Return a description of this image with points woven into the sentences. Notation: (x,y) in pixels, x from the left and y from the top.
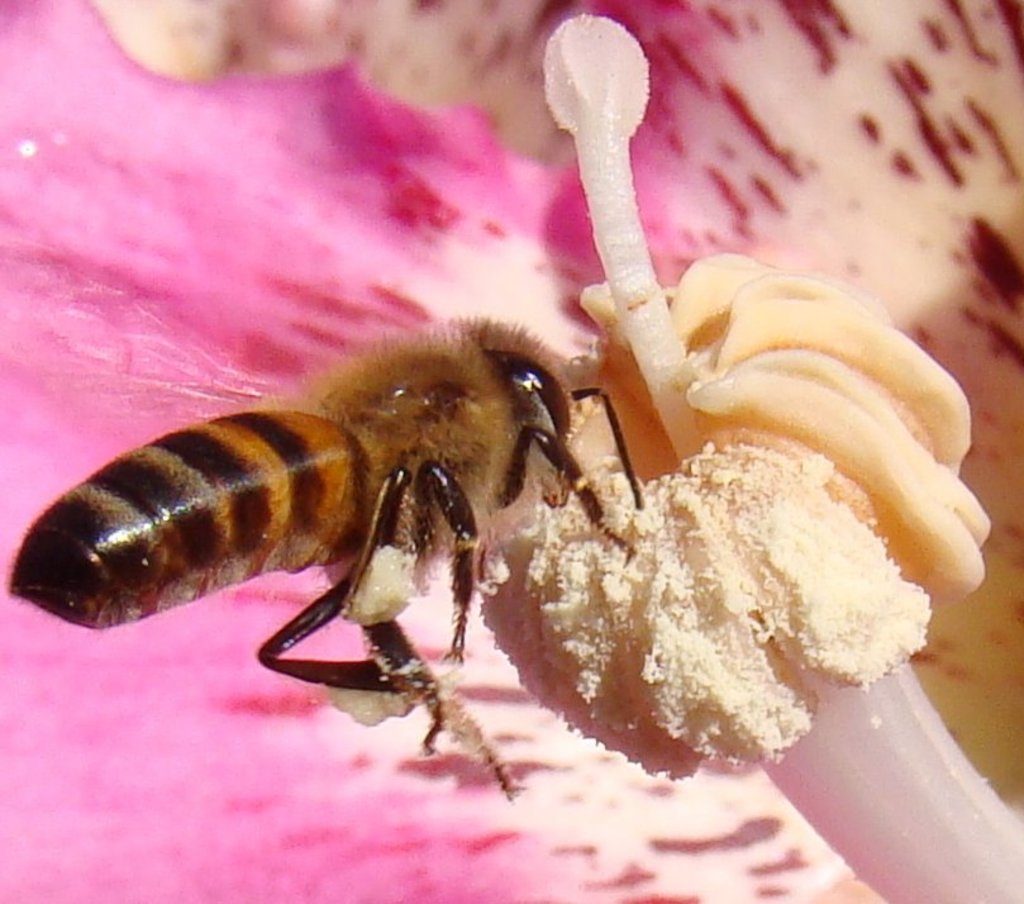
In the center of the image (445,451), we can see a bee (404,410) on the flower (452,276).
